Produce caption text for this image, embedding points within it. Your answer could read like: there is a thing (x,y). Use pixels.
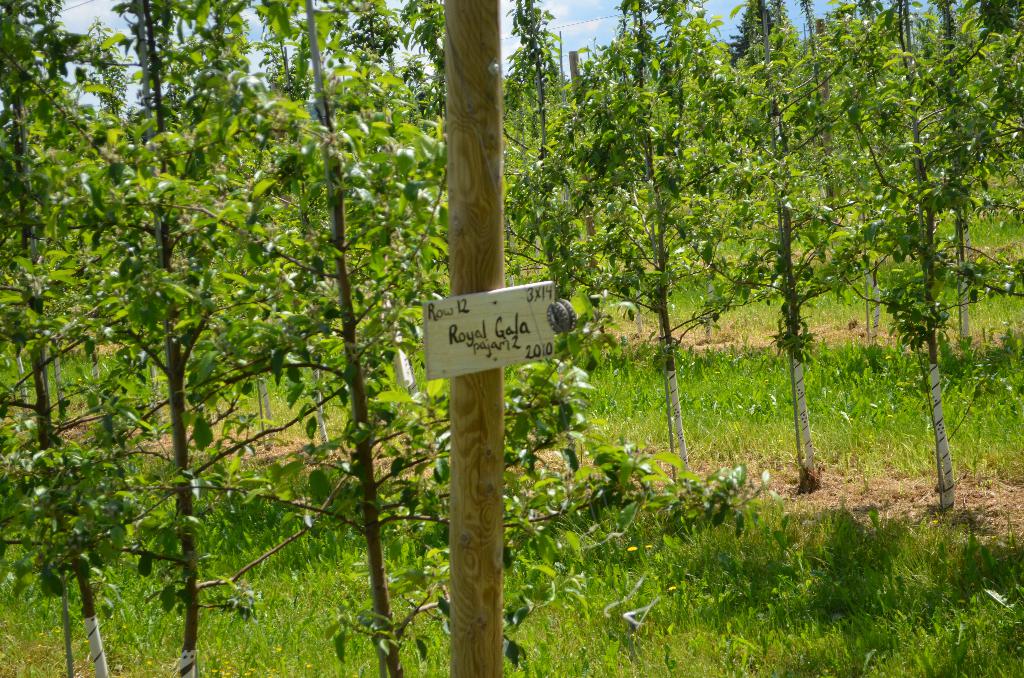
In the foreground of this image (475,329), there is a board (480,323) to a pole (463,272). In the background (317,247), there are trees (878,196), grass (776,435), sky (613,32) and the cloud (564,23).
